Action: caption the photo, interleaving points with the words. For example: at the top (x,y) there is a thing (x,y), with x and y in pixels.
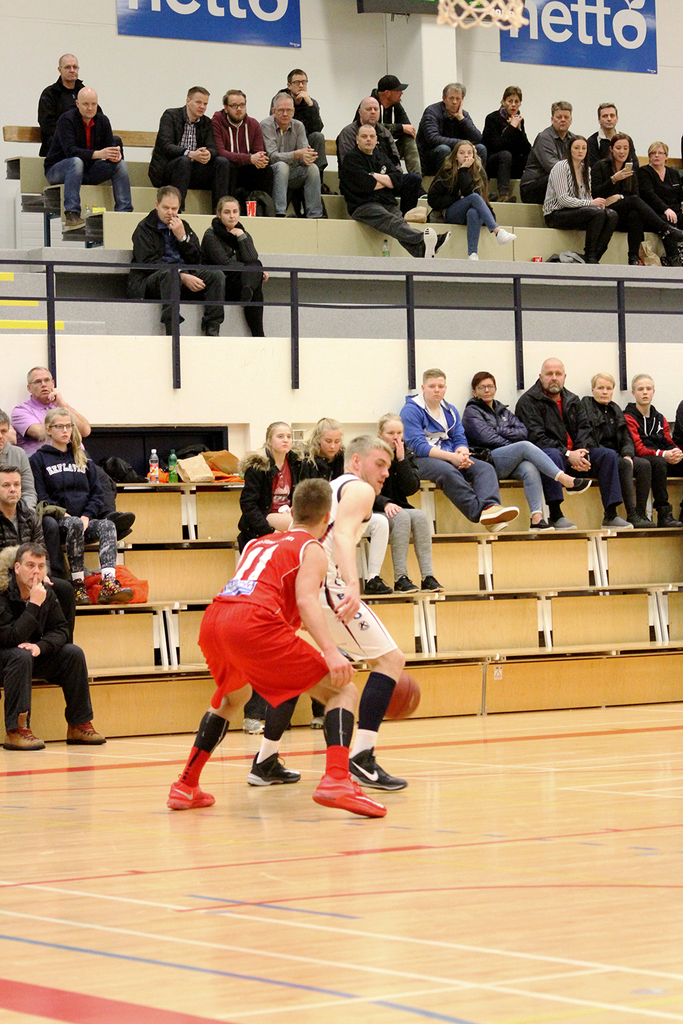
In front of the picture, we see a man (301,573) in the red T-shirt (264,600) and the man (344,600) in the white T-shirt (331,556) are playing the basketball. In front of them, we see a basketball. Beside them, we see the people (111,547) are sitting on the stairs (484,579). We see the water bottles (168,465) and bags (190,465) are placed on the stairs (158,489). At the top (666,226), we see the people (259,307) sitting on the staircase (437,294). Behind them, we see a wall (580,95) on which blue boards (199,24) are placed. We see some text (210,6) written on the boards (233,42). We see a basketball hoop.
